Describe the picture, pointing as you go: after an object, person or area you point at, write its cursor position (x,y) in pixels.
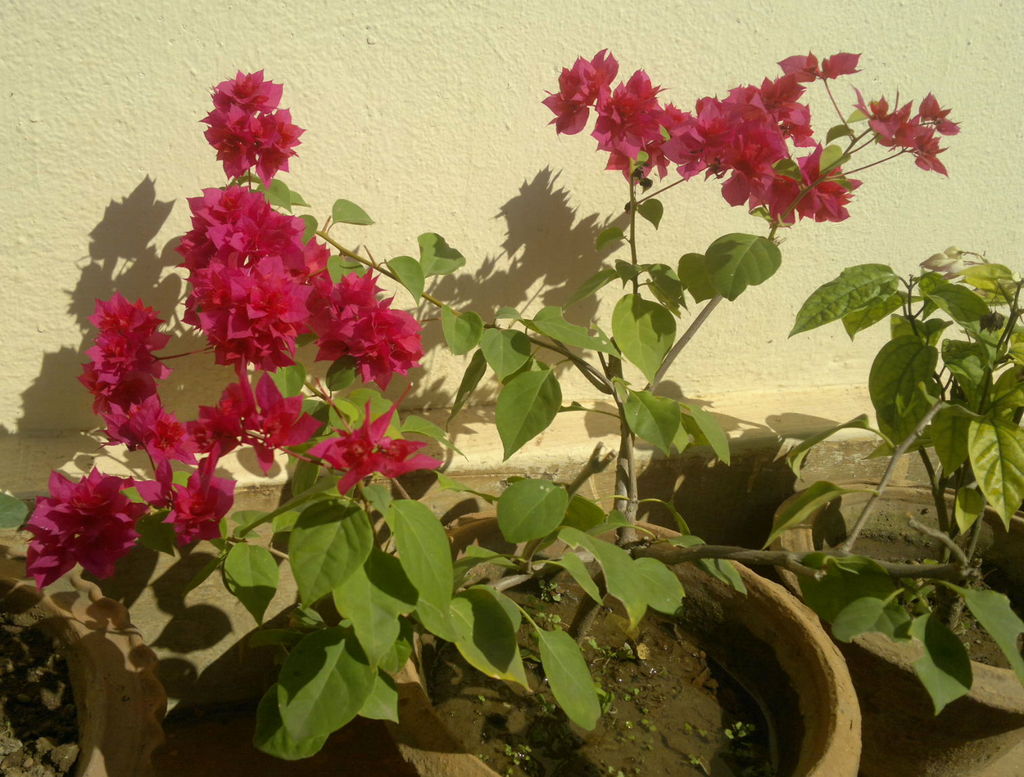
In this image in front (53,755) there are flower pots (1005,673). In the background of the image (568,161) there is a wall (538,126).
